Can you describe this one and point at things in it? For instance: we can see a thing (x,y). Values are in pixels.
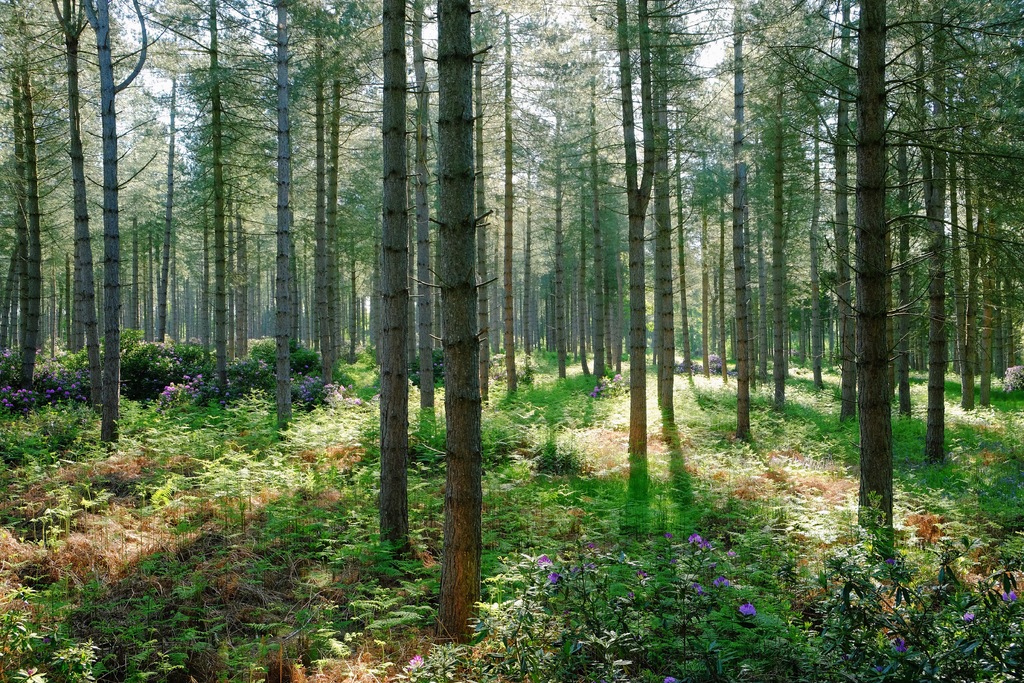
These are the trees (587,131) with branches (684,123) and leaves (57,188). I can see the plants (184,401) with flowers (167,400) and leaves (919,515).
